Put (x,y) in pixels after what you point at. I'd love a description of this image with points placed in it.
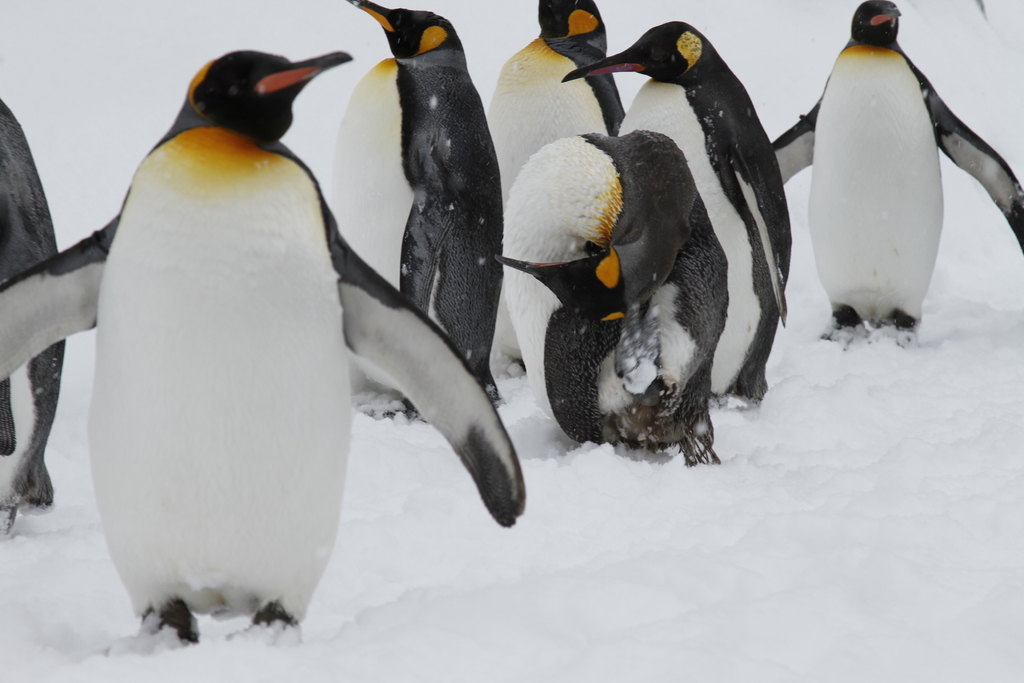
In the center of the image (460,265) we can see a few penguins (456,406) on the snow (783,440). In the background (135,82), we can see snow (1001,5).
